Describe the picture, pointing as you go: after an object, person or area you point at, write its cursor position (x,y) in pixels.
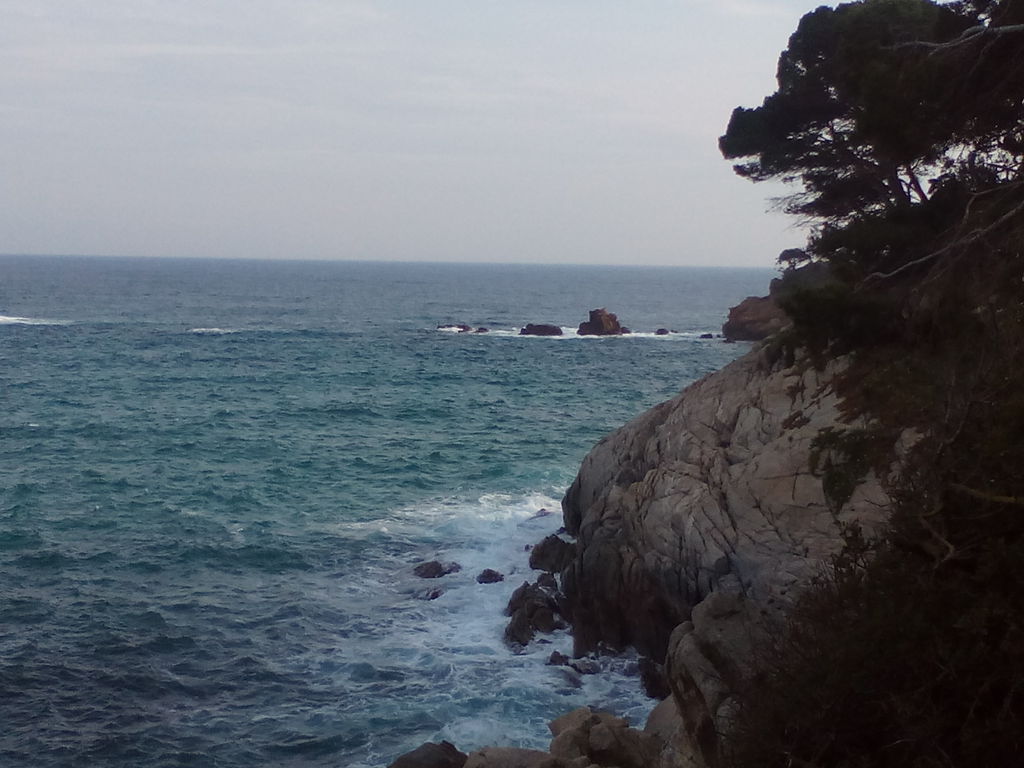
In this picture, we can see trees (819,728), rocks (797,455), water (374,353) and a sky (392,132).
